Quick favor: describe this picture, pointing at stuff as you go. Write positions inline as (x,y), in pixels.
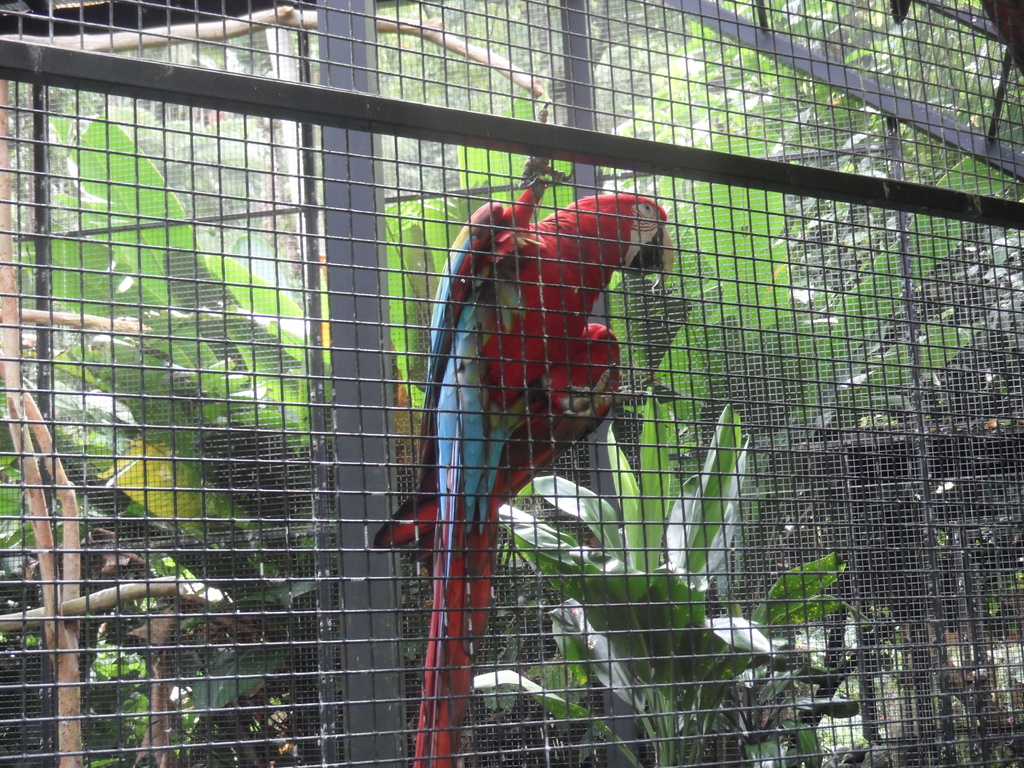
In this image I can see the bird (473,444) inside the cage (380,274) and the bird (554,319) is in blue and red color. In the background (72,136) I can see few plants (684,342) in green color.
